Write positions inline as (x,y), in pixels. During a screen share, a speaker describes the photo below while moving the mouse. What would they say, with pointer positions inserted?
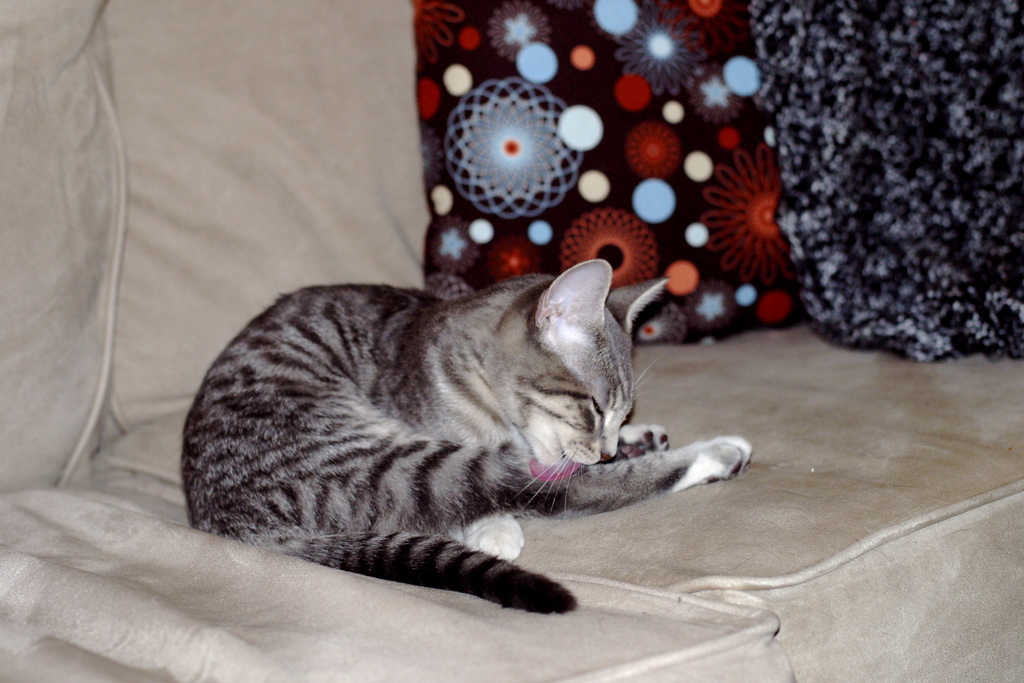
In this image there is a cat (394,369), couch (111,647) and pillows (721,183).
